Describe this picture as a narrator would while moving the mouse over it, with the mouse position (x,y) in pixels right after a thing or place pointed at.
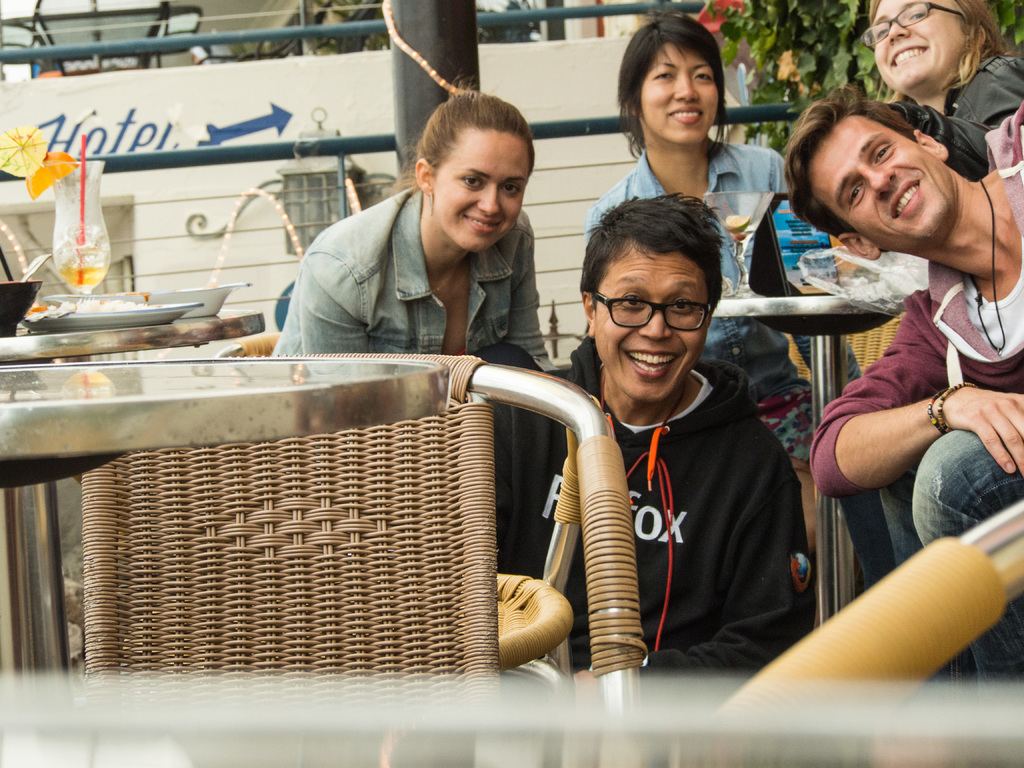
In this picture I can observe five members (668,148). Two of them are men (641,315) and remaining three are women (683,117). All of them are smiling. I can observe tables (119,418) and chairs (276,514) in this picture. On the right side (788,38) there are some plants (784,53). On the left side (107,228) I can observe a glass (101,266) and plates (173,308) on the table (57,331). In the background (231,156) there is a railing (294,141) and a pole (422,116) in the middle of the picture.
